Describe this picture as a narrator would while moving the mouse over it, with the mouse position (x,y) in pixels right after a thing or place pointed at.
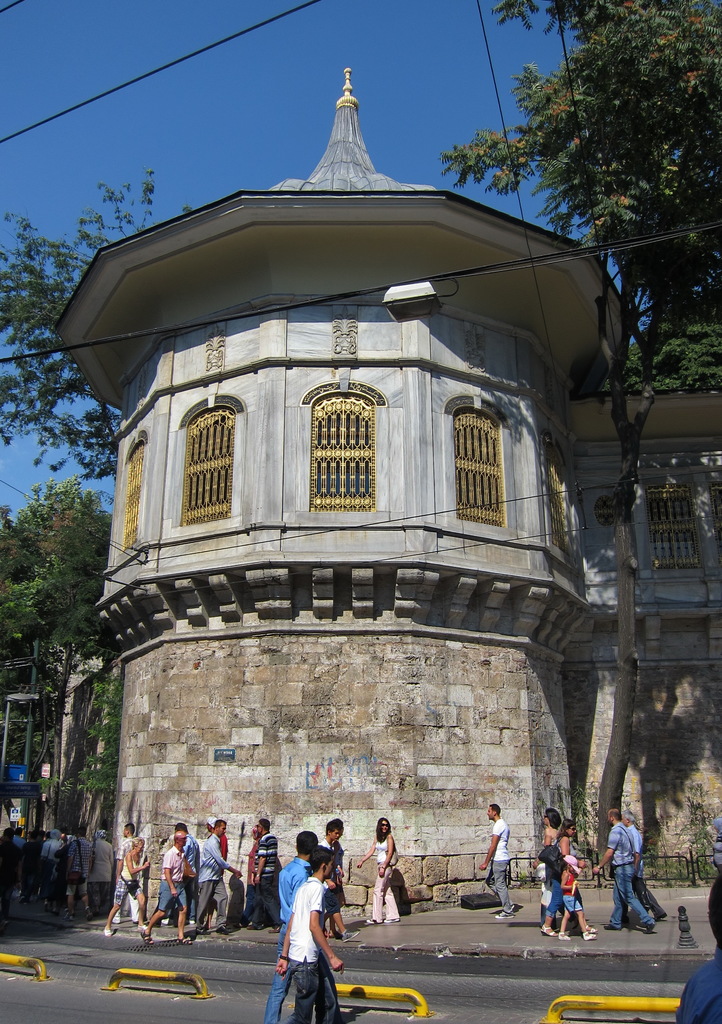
In this image there are so many people (630,889) walking on the road (42,931), beside them there is a building (405,766) and tree (36,662) at the back (698,559).
